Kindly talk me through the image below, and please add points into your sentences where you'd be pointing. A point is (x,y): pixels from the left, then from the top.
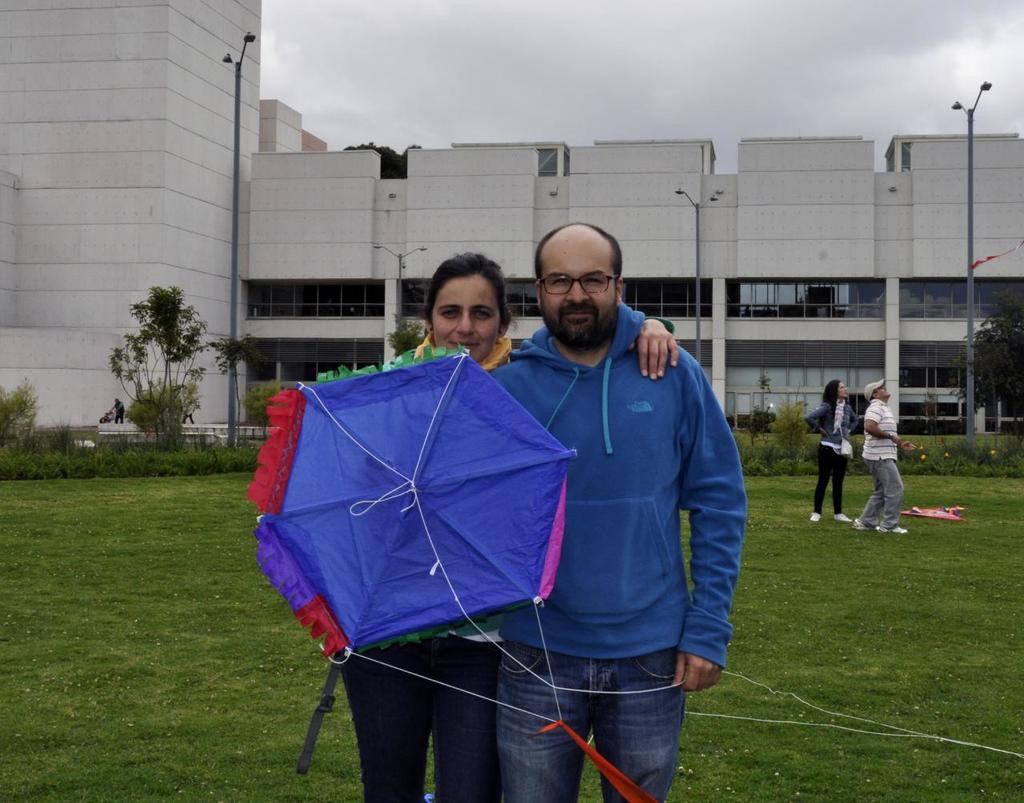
In this image we can see a man (568,598) and a woman (474,673) and there is an object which looks like a kite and there are two persons (840,395) standing. We can see a building (927,157) in the background (219,230) and there are some plants (249,448), trees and grass (208,509) on the ground (21,660) and we can see few street lights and we can see the sky (932,51) at the top (296,80).
